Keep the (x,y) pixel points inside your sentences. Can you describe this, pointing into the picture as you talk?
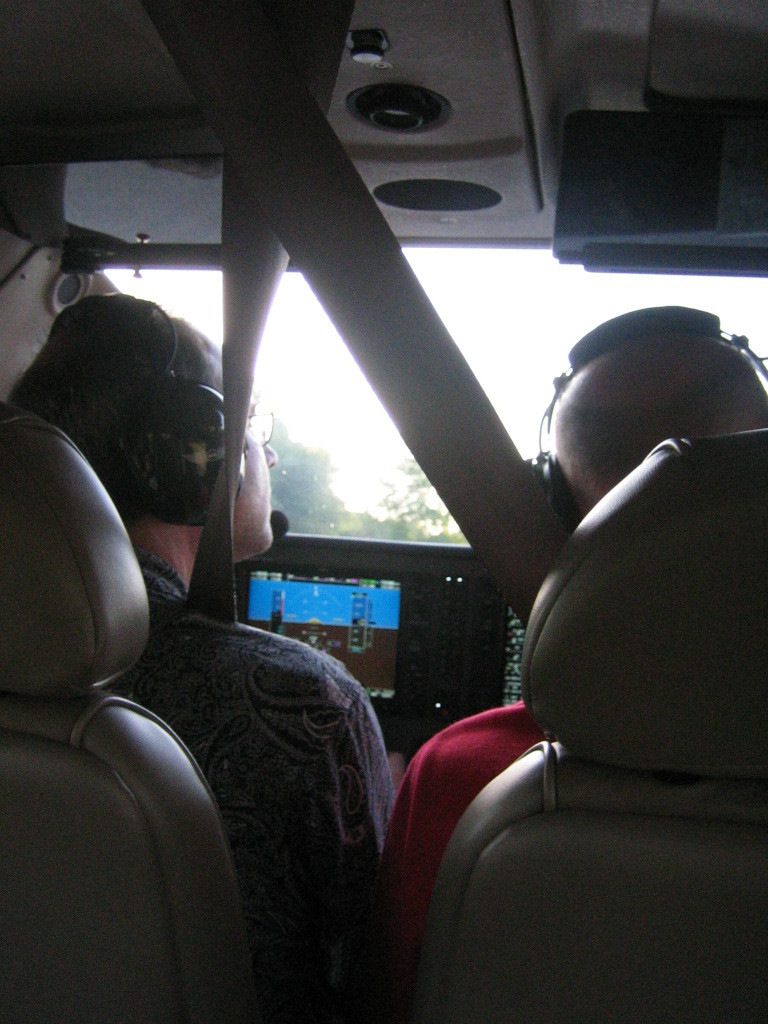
In this image there are two people (455,789) sitting on the seats (474,862), inside an aircraft (140,567) in front of them there is a screen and there are trees (406,469).
